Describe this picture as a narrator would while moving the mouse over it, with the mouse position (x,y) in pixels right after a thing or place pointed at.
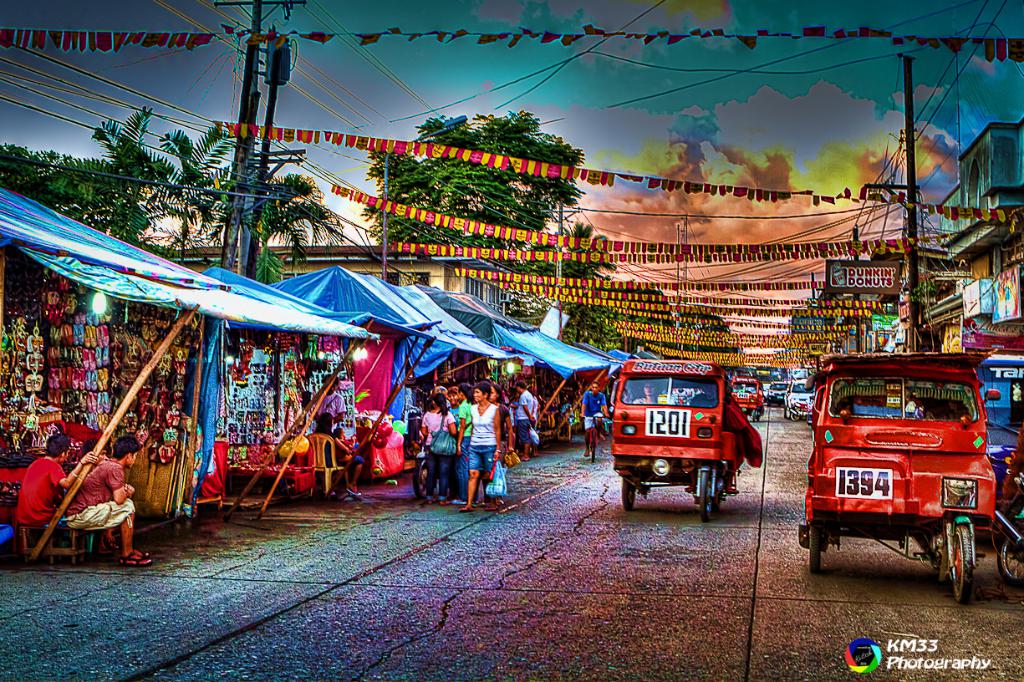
Here in this picture we can see vehicles (831,487) present on the road (767,466) over there and on the left side (313,460) we can see tents (51,230) with some shopping items (124,373) present under it over there and we can also see people (97,520) sitting on stools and walking and standing on the road (237,531) over there and we can see stores (544,380) present on either side of road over there and we can also see electric poles (246,153) and we can see decorations papers (813,284) all around there and we can also see trees (70,187) present over there and we can see clouds (753,224) in the sky (703,191) over there.
